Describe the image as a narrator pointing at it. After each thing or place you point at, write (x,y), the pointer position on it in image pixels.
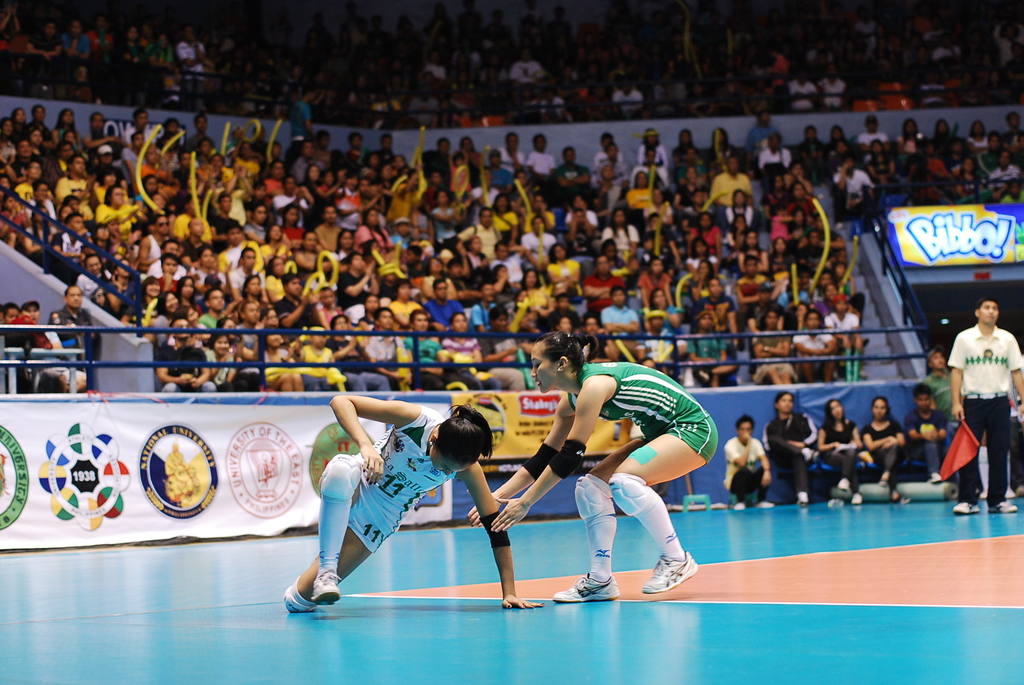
In this picture, it looks like a stadium (157,667) and in the stadium (315,550) a woman (598,561) is bending and another woman (383,526) is in squat position. Behind the women (538,451) there are groups of people (934,428) sitting and holding some objects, and a person (1023,397) is standing. Behind the two women (577,421) there are boards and iron grilles (65,262).
